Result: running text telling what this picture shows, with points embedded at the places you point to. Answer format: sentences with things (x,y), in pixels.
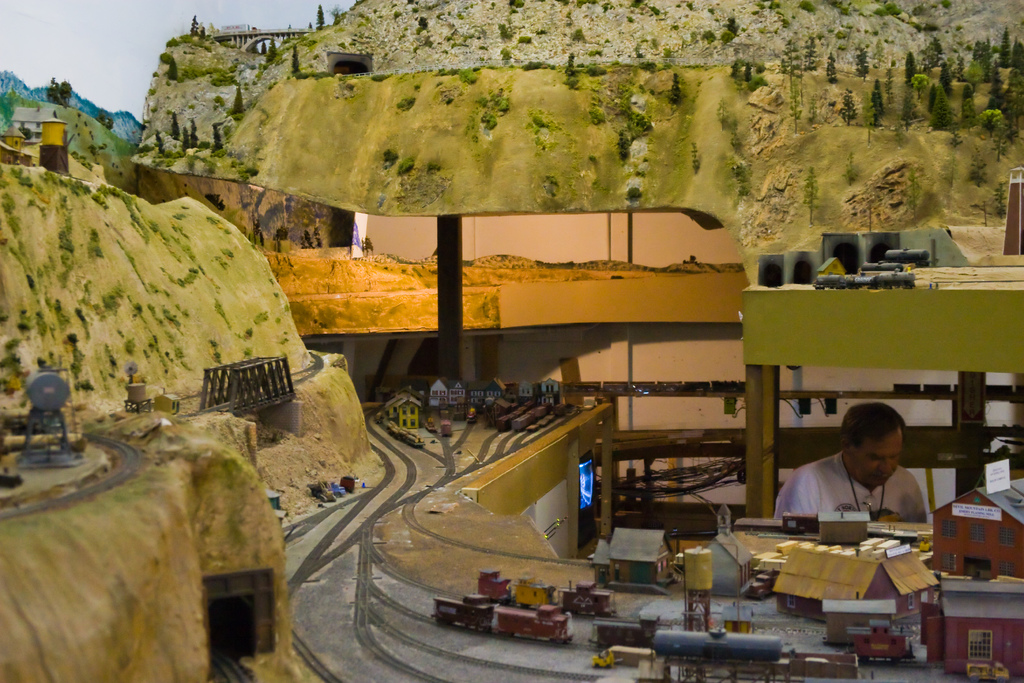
In this picture we can observe a sample of a project (525,636). There are some trees (335,20). We can observe a train (889,284) on the track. There is a person (845,482) sitting, wearing white color shirt (816,500). In the background (707,499) there is a wall (637,367).
